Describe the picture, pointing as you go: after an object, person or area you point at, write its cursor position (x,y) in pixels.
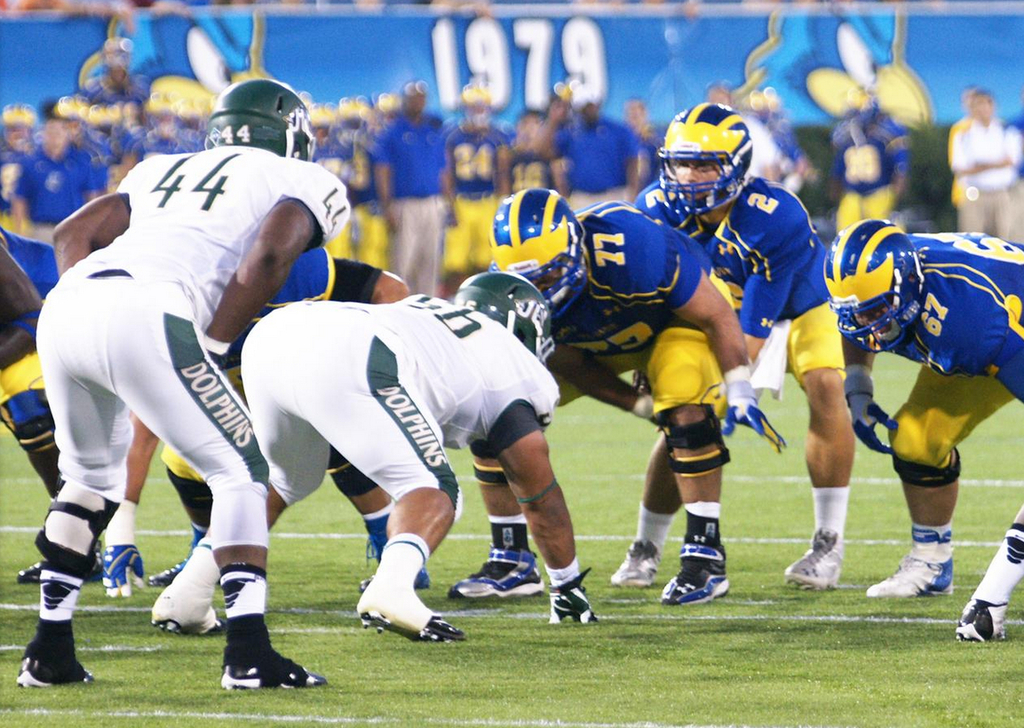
In the foreground of the picture (388,458) there are players (261,365) playing football. At the bottom (837,704) it is grass (453,546). The background (407,160) is blurred. In the background (369,123) there are people (982,146) and banner (461,61).
